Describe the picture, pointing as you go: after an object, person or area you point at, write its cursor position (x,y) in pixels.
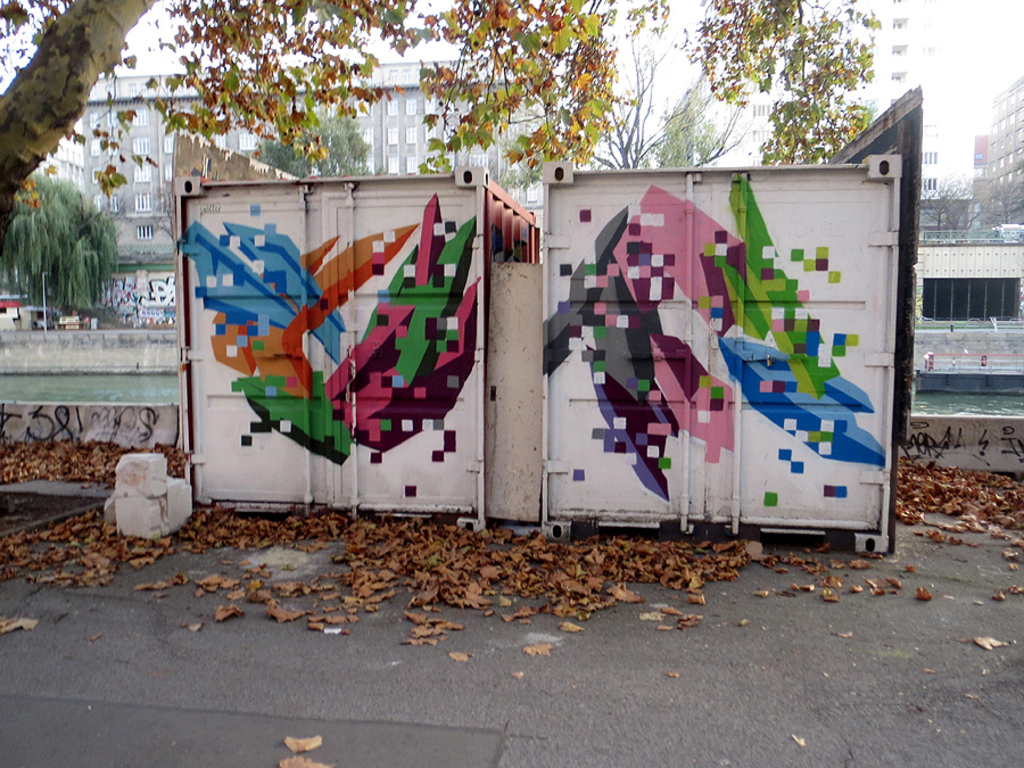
In this picture we can see containers (462,393) here, at the bottom (542,564) there are some leaves (369,539), we can see a tree (91,70) on the left side (124,116), there is some water (147,400) here, in the background (122,96) there are some buildings (409,122), we can see the sky (967,25) at the top of the picture (949,12).
